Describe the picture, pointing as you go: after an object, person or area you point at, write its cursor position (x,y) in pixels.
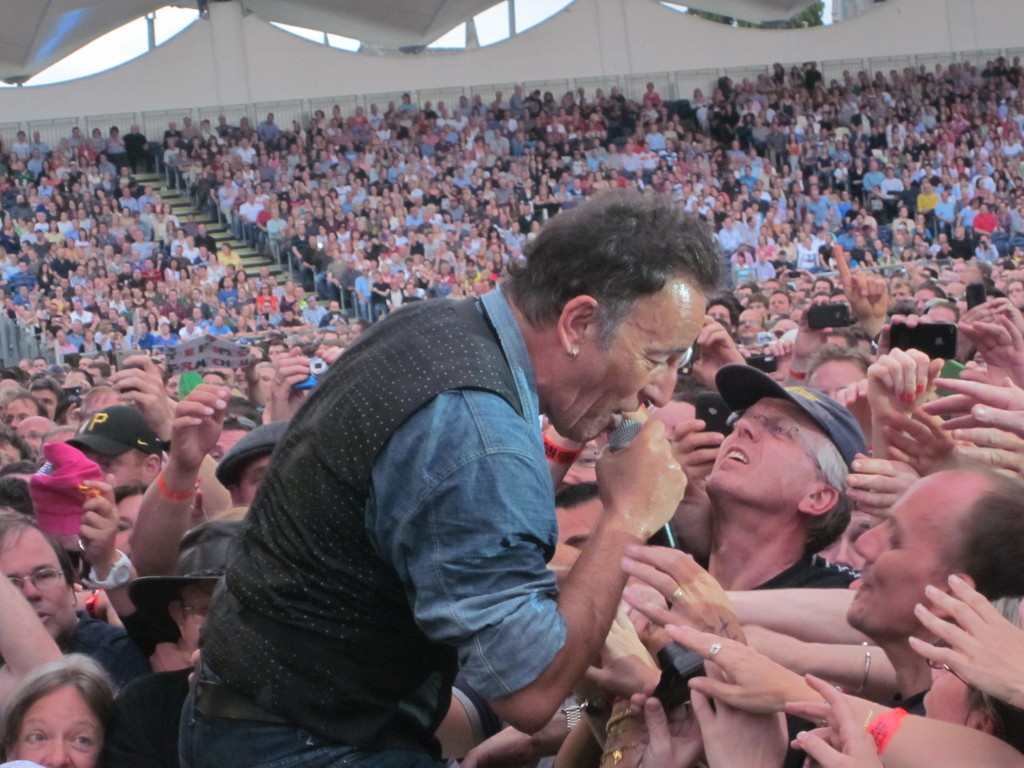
In this image we can see some people (762,519). And we can see some people (457,226) sitting in chairs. And some (446,291) are standing. And we can see a microphone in one person's hand (644,498). And we can see the metal fence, hall (585,38). And we can see the wall (833,59), stairs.
